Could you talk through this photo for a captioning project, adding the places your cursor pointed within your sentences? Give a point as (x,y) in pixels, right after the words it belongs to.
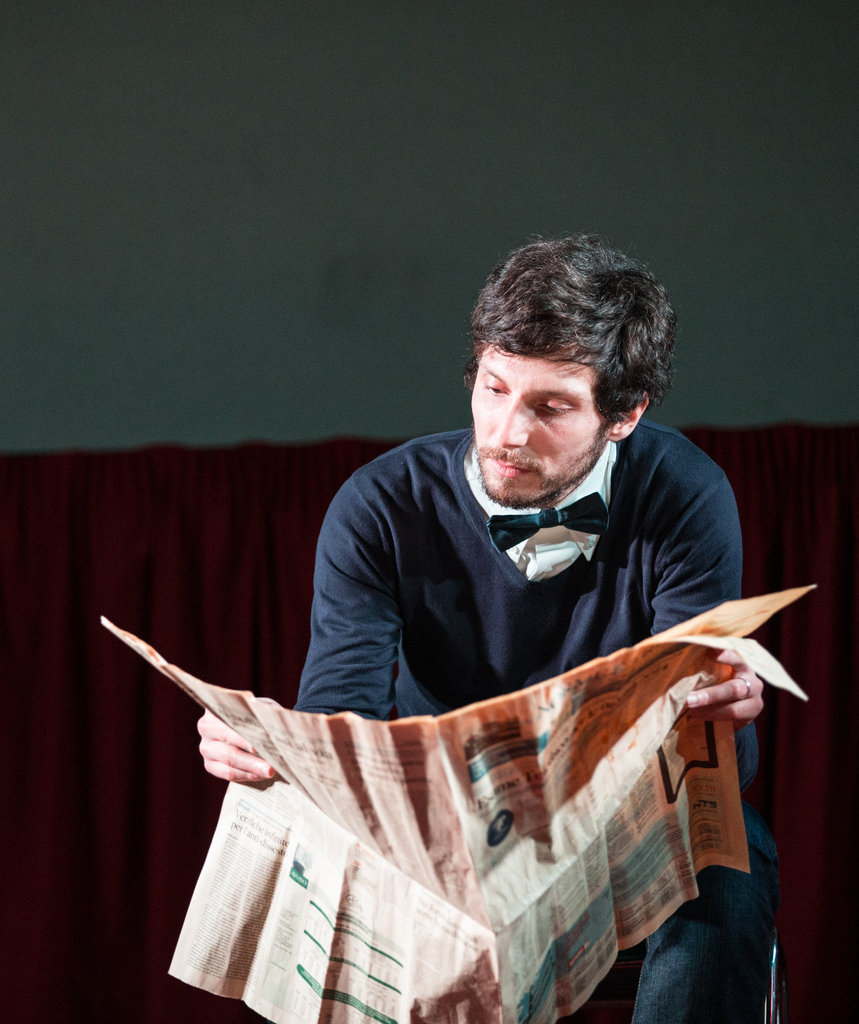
In the center of the image (472,563) a man (484,574) is sitting on a chair (616,970) and holding a newspaper (565,748). In the middle of the image (322,463) curtain (163,480) is present. At the top of the image (299,217) wall (319,331) is there.
